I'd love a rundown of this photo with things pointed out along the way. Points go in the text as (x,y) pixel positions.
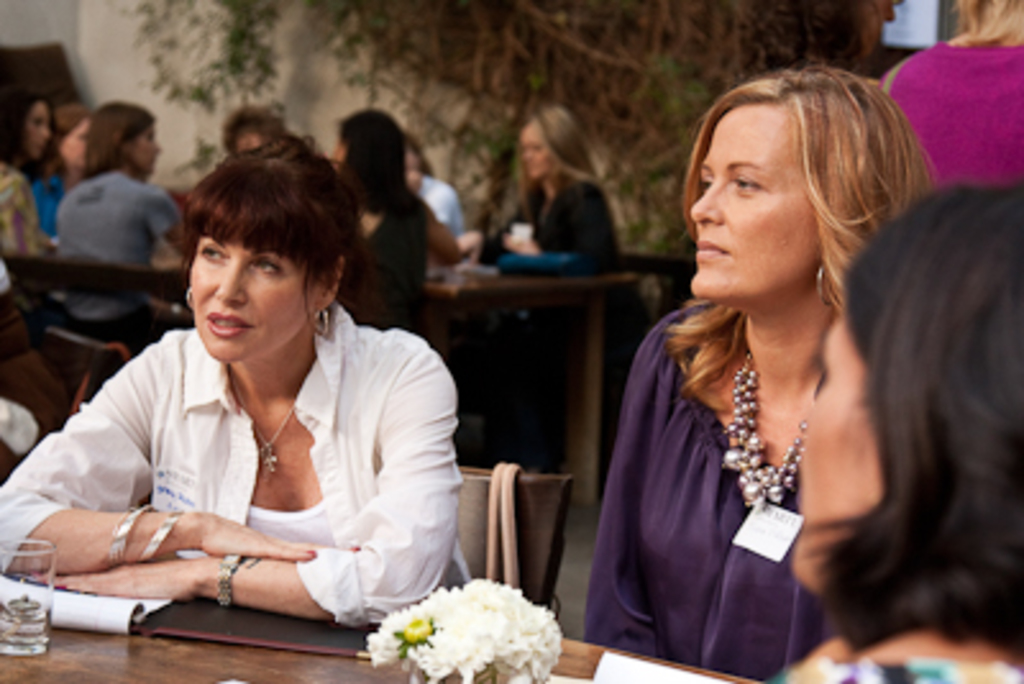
A lady (257,413) wearing a white dress (253,470) also wearing bangles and watch (225,575) sitting on a chair (499,546). Next to her a lady (650,530) wearing violet dress (699,535) wearing a chain (745,479) is sitting. In front of them there is a table (60,664). On the table (62,683) there is a glass (49,602), books (224,612) and flower vase (504,619). Behind them some ladies (526,145) are sitting and there are some trees (604,77).
